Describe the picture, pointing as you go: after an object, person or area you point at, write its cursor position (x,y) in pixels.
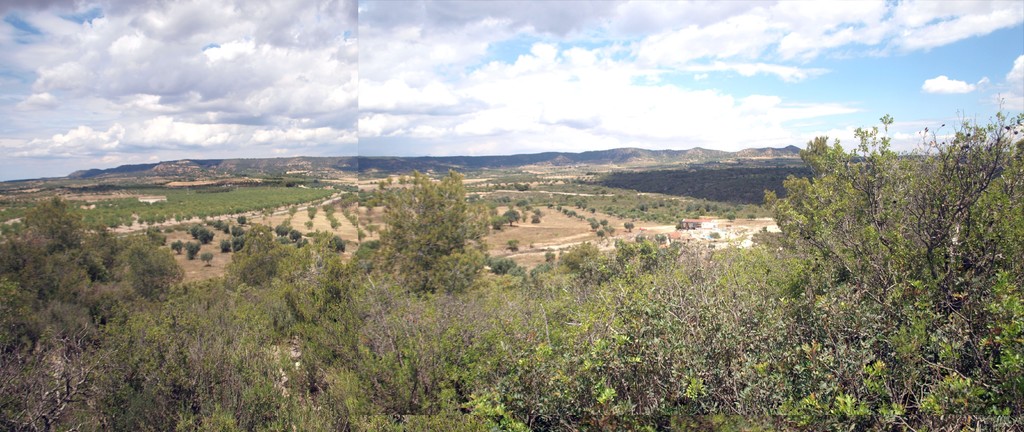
This is a collage picture. In this picture we can see clouds (634,119) in the sky (111,137), thicket (570,372), trees (1000,138) and ground (541,231).
